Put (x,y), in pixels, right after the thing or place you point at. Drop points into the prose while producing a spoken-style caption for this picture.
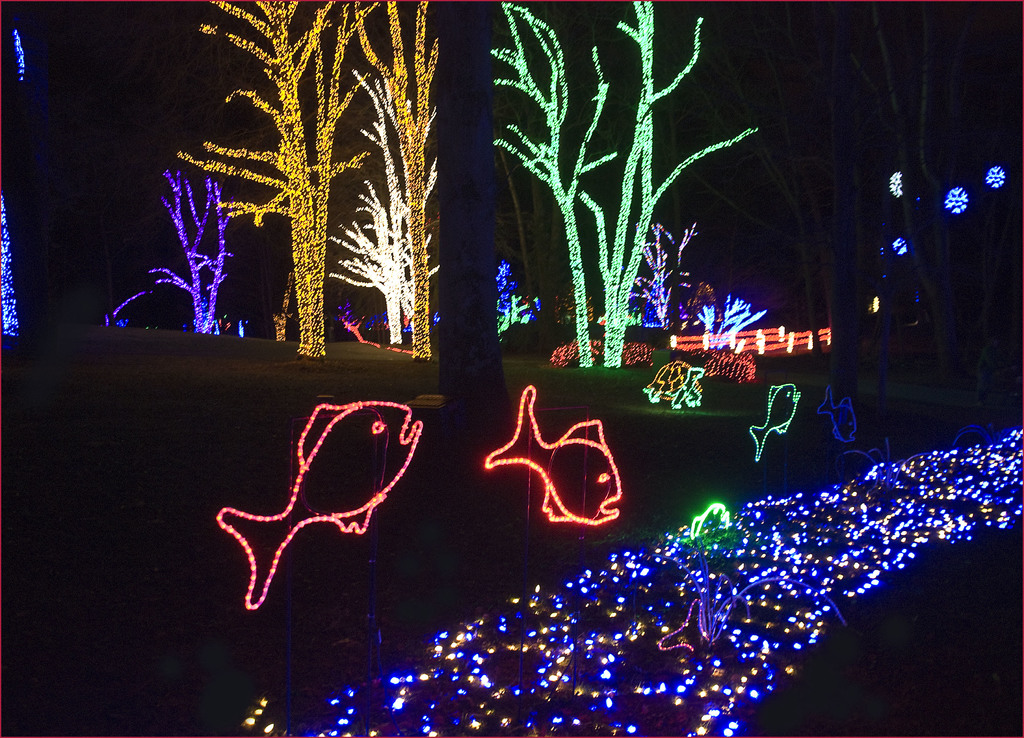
In this picture we can see the trees (567,233) decorated with the lights (391,286) and these are the lights (349,409) decorated in the shape of fish (605,471).
